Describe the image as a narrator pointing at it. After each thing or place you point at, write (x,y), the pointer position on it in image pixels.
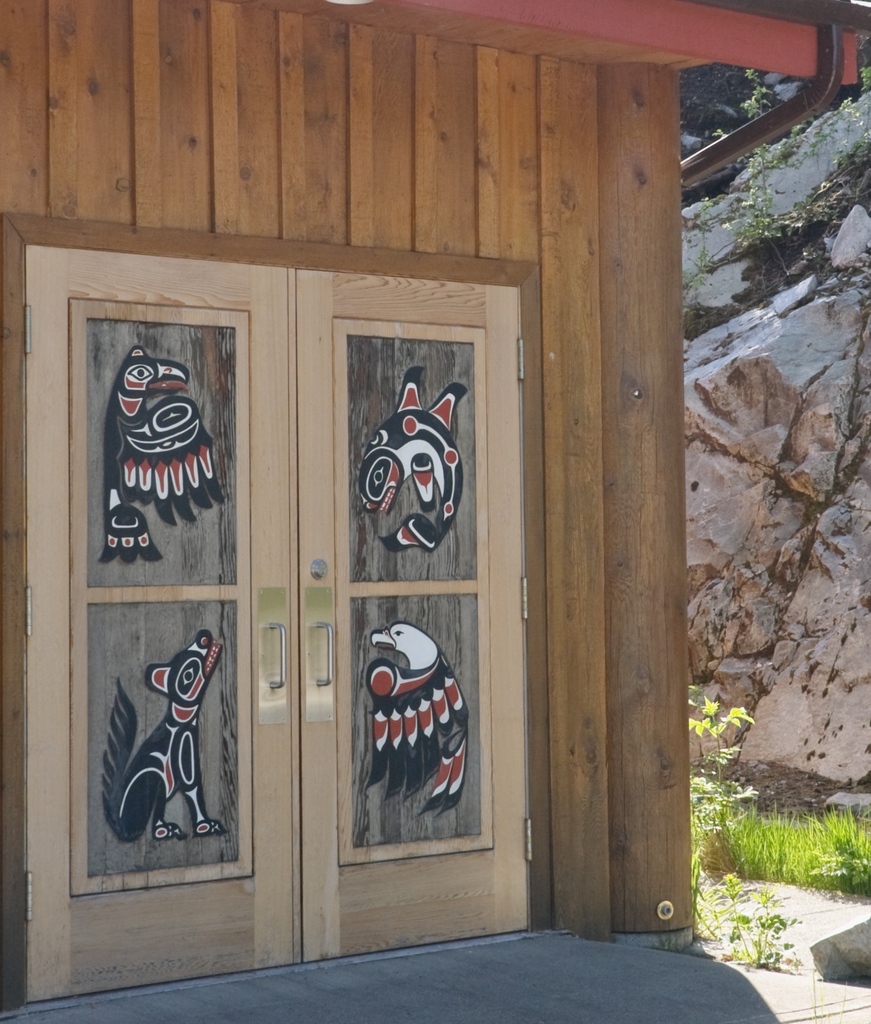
In this picture I can observe a door (139,508). There are some designs (155,422) on the door (222,655). This is a wooden wall (405,171). On the right side (742,461) I can observe a hill (751,372) and some plants (734,853) on the ground (742,800).
